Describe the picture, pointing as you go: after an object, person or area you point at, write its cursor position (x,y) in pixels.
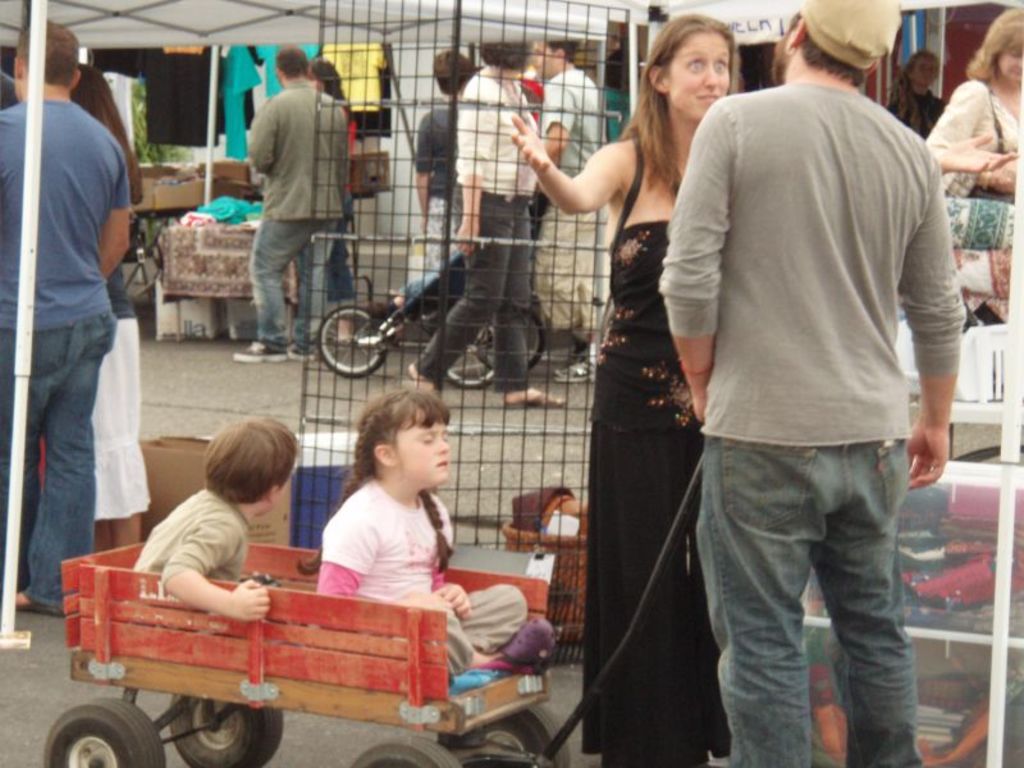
In this image there is man (847,400) standing towards the bottom of the image (859,517), he is holding an object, there is a woman (644,110) standing towards the bottom of the image (609,558), there is a girl (426,504) sitting, there is a boy (232,494) sitting, there are objects (211,677) towards the bottom of the image (166,749), there is road (335,754) towards the bottom of the image (290,733), there are persons (473,124) on the road (467,408), there is tent (278,31) towards the top of the image (80,19), there is a metal rod (33,219) towards the left of the image (29,250), there are clothes (190,63), there is a fence (321,86), there are objects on the road (489,522), there are objects (984,247) towards the right of the image (987,274), there is a bicycle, there is a wall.
